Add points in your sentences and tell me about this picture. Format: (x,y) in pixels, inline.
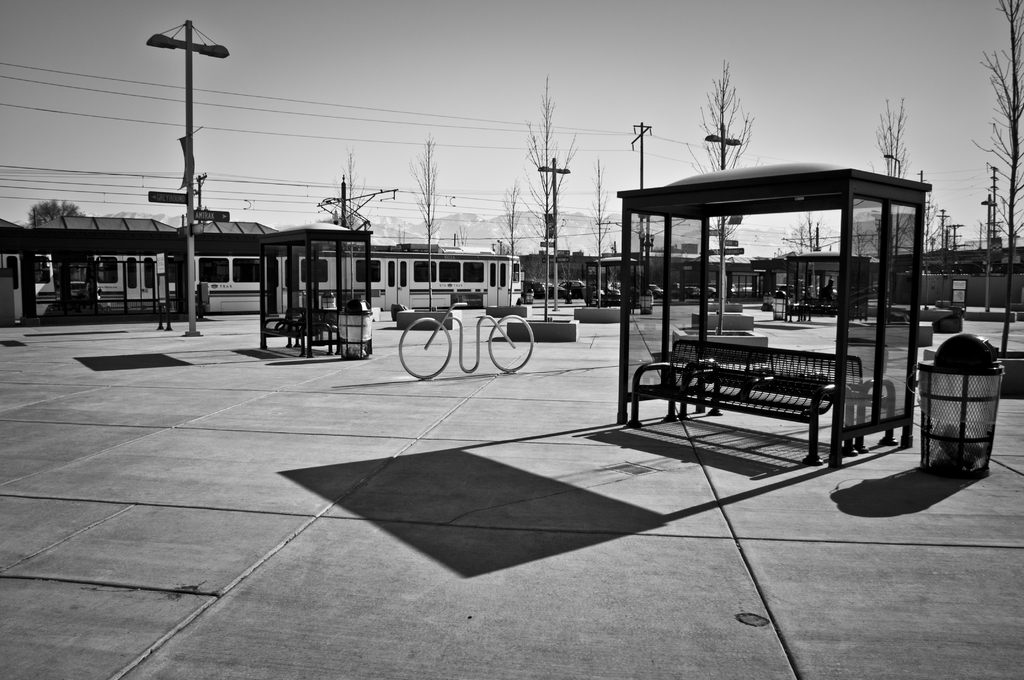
In this picture we can see two shelters (330,292) here, there is a bench (740,369) here, we can see a dustbin (951,410) here, on the left side (239,286) there is a train (184,311), we can see a pole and a board (158,194) here, in the background (429,286) there are some trees (1013,174), there is the sky (453,51) at the top of the picture (455,46).
